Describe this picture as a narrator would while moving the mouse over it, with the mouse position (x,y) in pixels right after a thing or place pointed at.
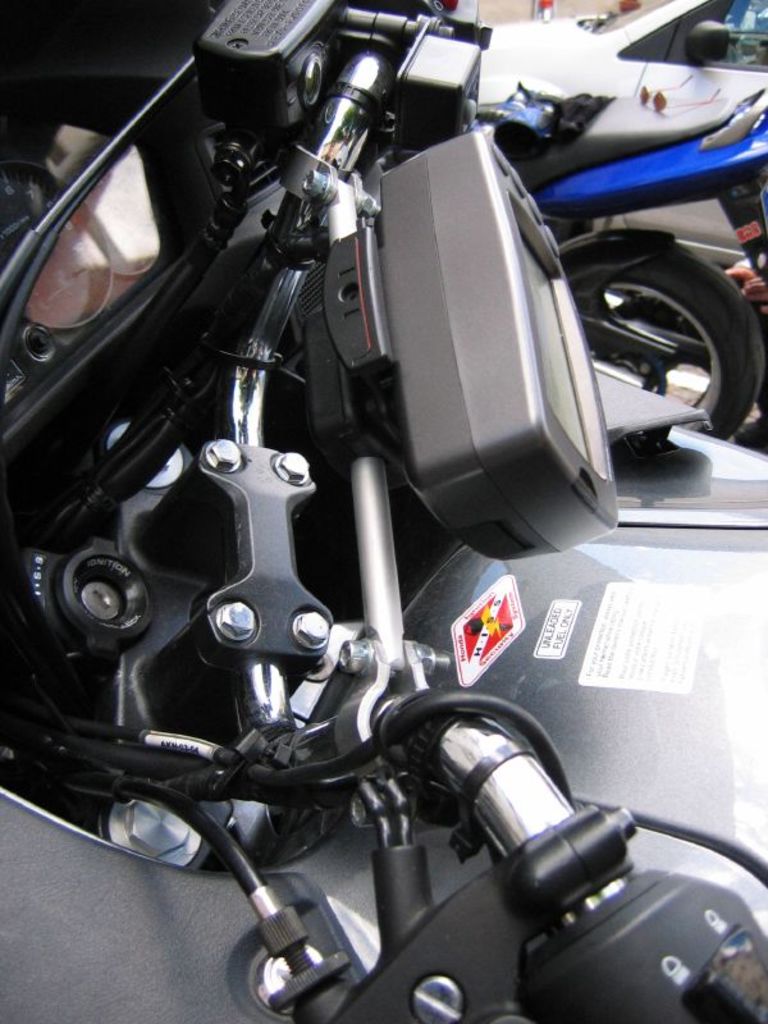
In this image I can see a motorbike (641,677) which is grey in color. I can see the handle (555,816) of the motorbike (385,354) and the speedometer (113,197). I can see another motorbike (686,181) and the car (673,24) which is white in color.
